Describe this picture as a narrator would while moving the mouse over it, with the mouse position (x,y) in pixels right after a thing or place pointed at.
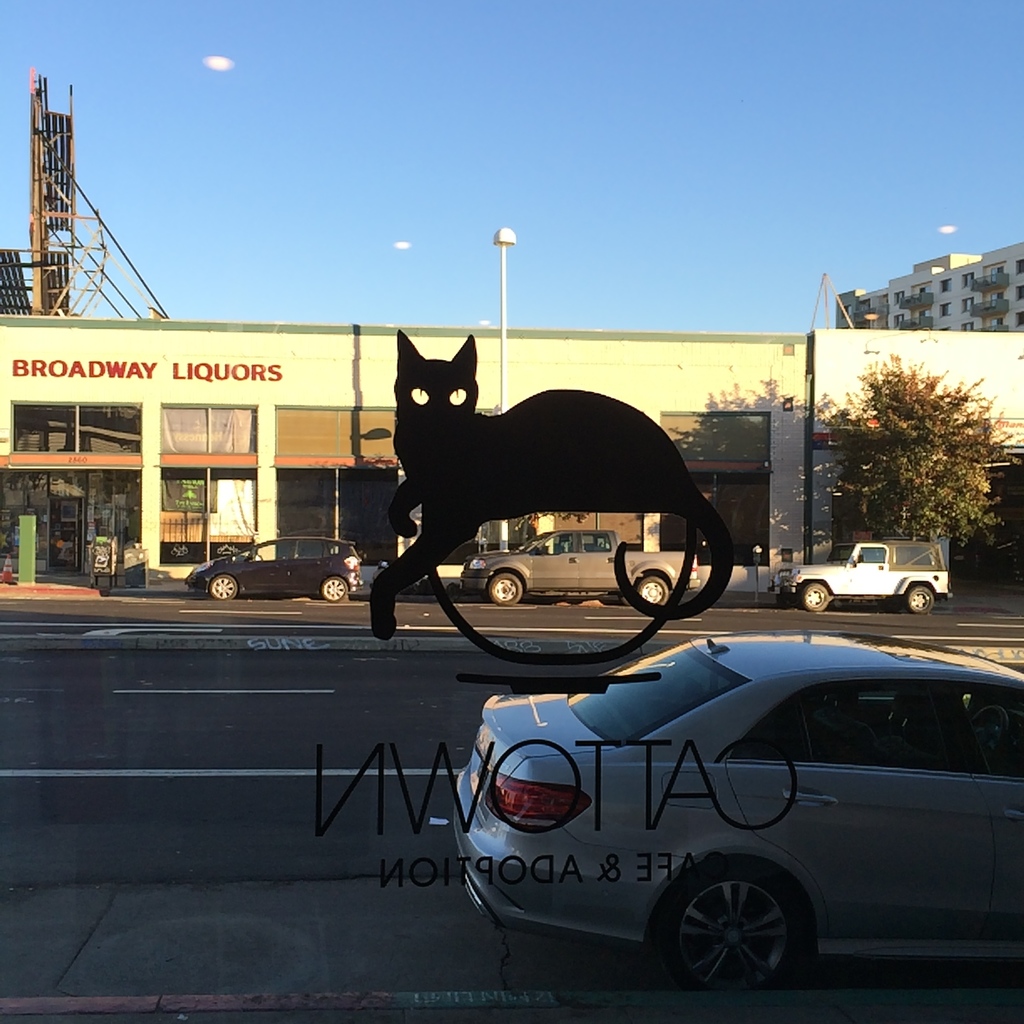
In the foreground of the picture (860,962) there is a glass (705,222), on the glass (384,263) there is a sticker (452,493). Outside the glass (644,510) there are cars (894,545) parked on the road (405,595). In the center of the picture (346,429) there are buildings (162,395) and tree (934,468). It is sunny.
